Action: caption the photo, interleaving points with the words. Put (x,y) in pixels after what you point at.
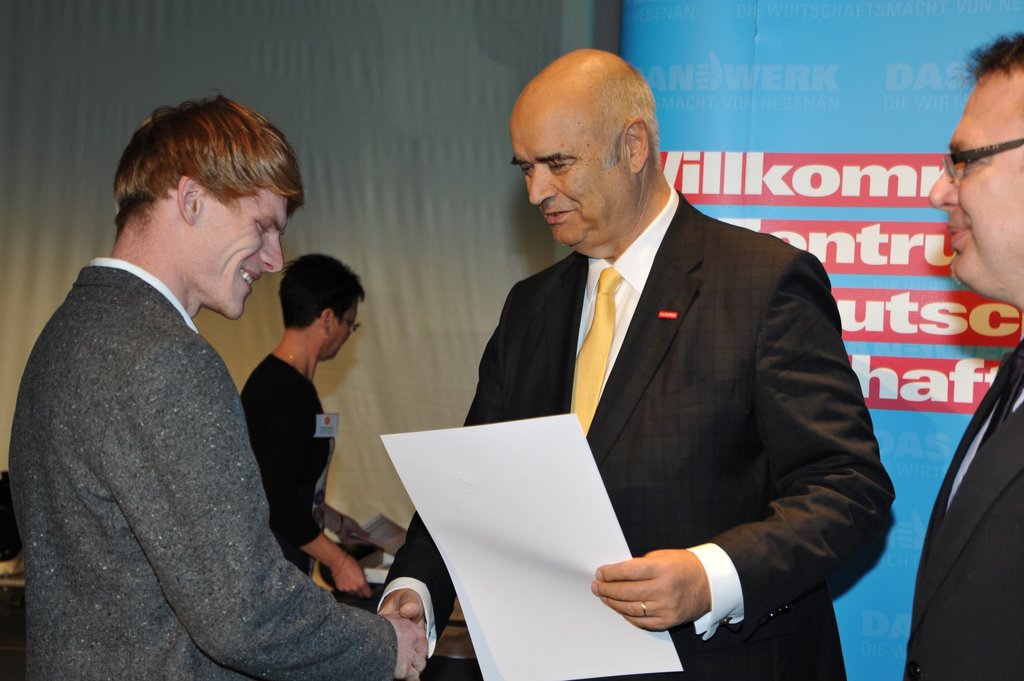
In this image I can see two persons (611,327) wearing white shirts (632,293) and blazers (720,397) are standing and shaking hands (401,601) and one of them is holding a paper (427,503) in his hand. To the right side of the image (982,257) I can see another person (964,532) wearing blazer (959,552) and spectacles (966,155) is standing. In the background (334,299) I can see a person (329,328) standing, a white colored cloth (342,178) and a blue colored surface (792,60).
